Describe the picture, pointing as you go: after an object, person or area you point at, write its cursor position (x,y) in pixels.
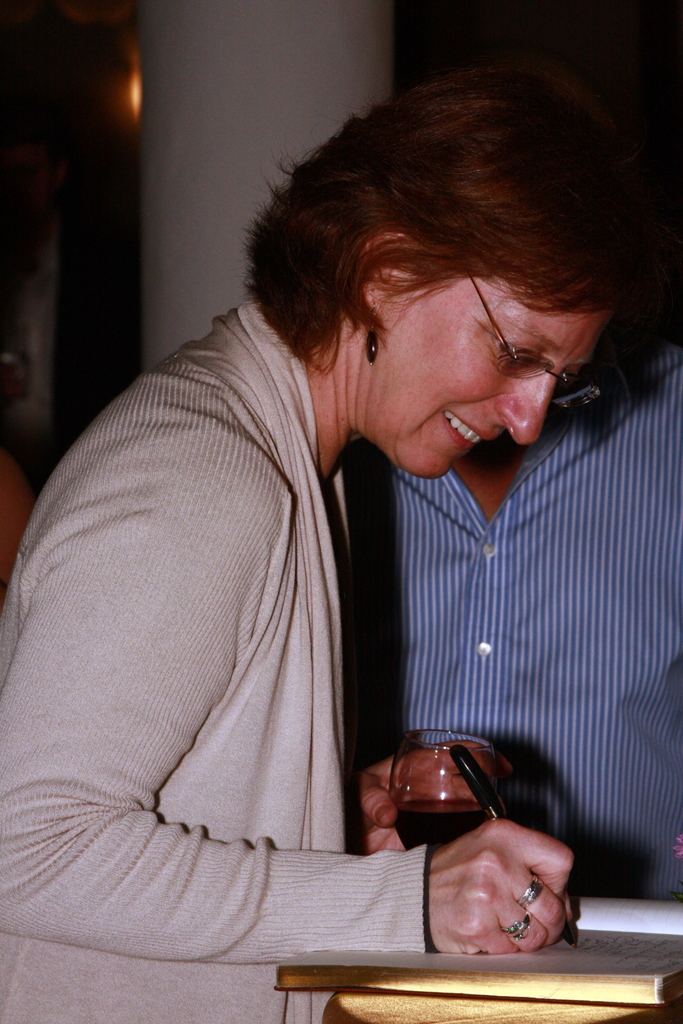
In this picture there is a lady (271,308) in the center of the image (320,390), it seems to be she is writing and there is a glass (443,801) in the image, there is a man (617,509) and a pillar (284,118) in the background area of the image (651,771).
